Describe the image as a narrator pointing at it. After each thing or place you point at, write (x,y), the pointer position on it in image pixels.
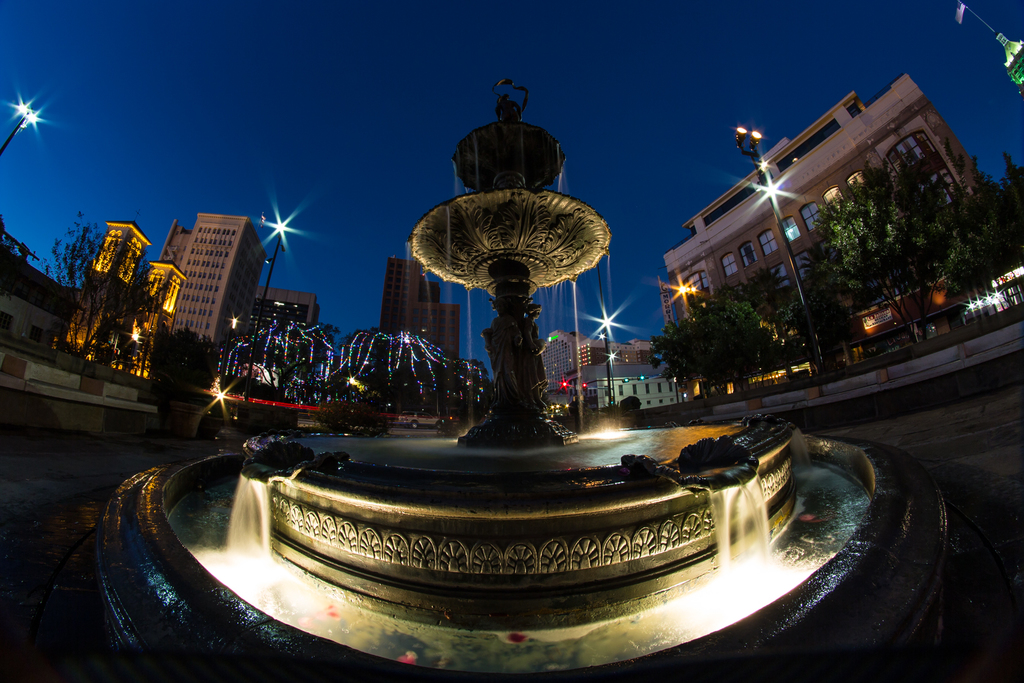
In this image we can see a fountain (492,547) in the middle (486,445), also there is a sculpture (501,285), there are some buildings (834,174), serial lights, light poles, plants (215,383), trees (139,310), we can see the flag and the sky (323,152).
